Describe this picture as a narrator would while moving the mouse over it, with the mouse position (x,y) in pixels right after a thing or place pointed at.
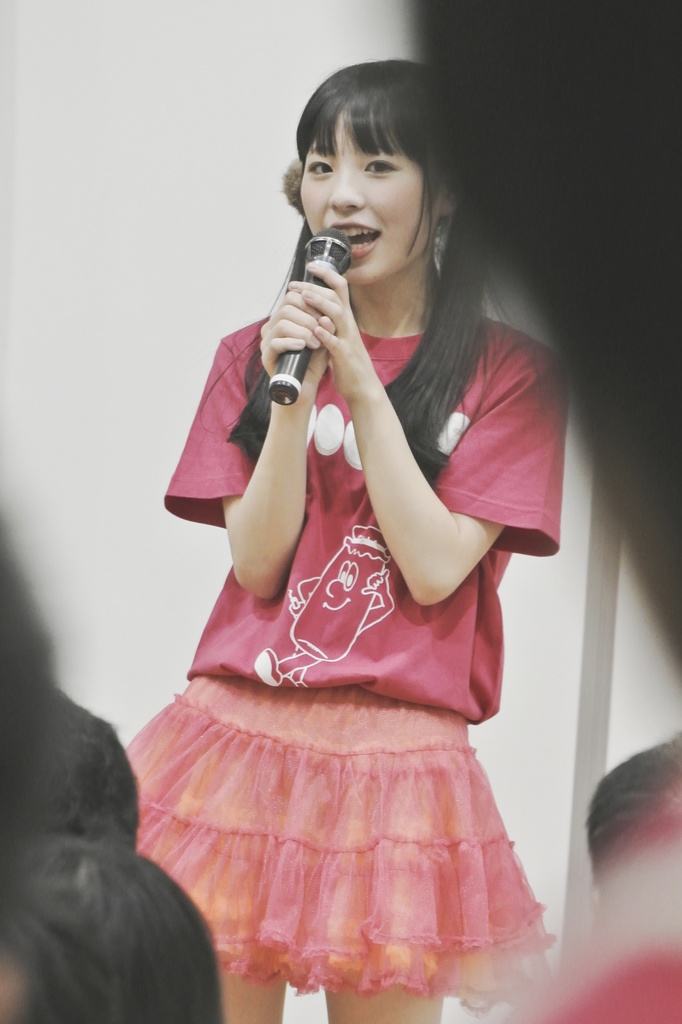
In this Picture we can see a pretty woman (410,442) wearing pink t-shirt (338,634) and small skirt (341,937) is standing on the stage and singing in the microphone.
